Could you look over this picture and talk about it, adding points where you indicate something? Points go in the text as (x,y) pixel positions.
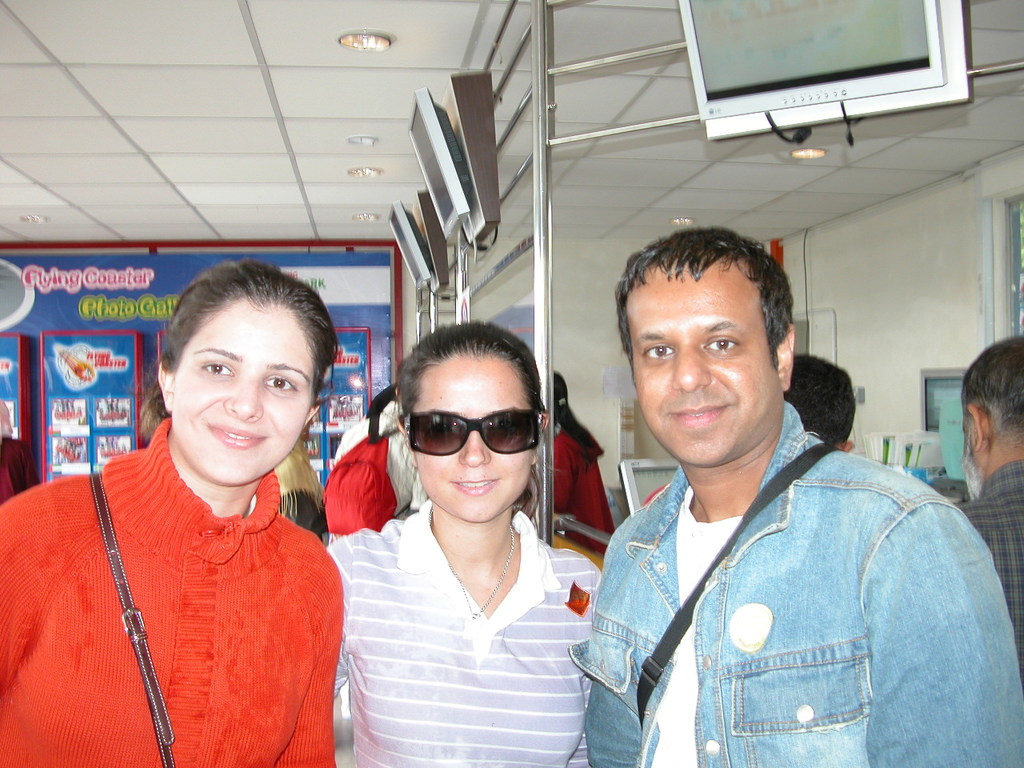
Left side (233,651) a woman (190,564) is there, she wore a red color sweater (223,641), in the middle (473,463) this woman (509,459) wore spectacles (499,422). On the right side (768,595) there is a man (813,591), he wore a jeans shirt (855,583).
